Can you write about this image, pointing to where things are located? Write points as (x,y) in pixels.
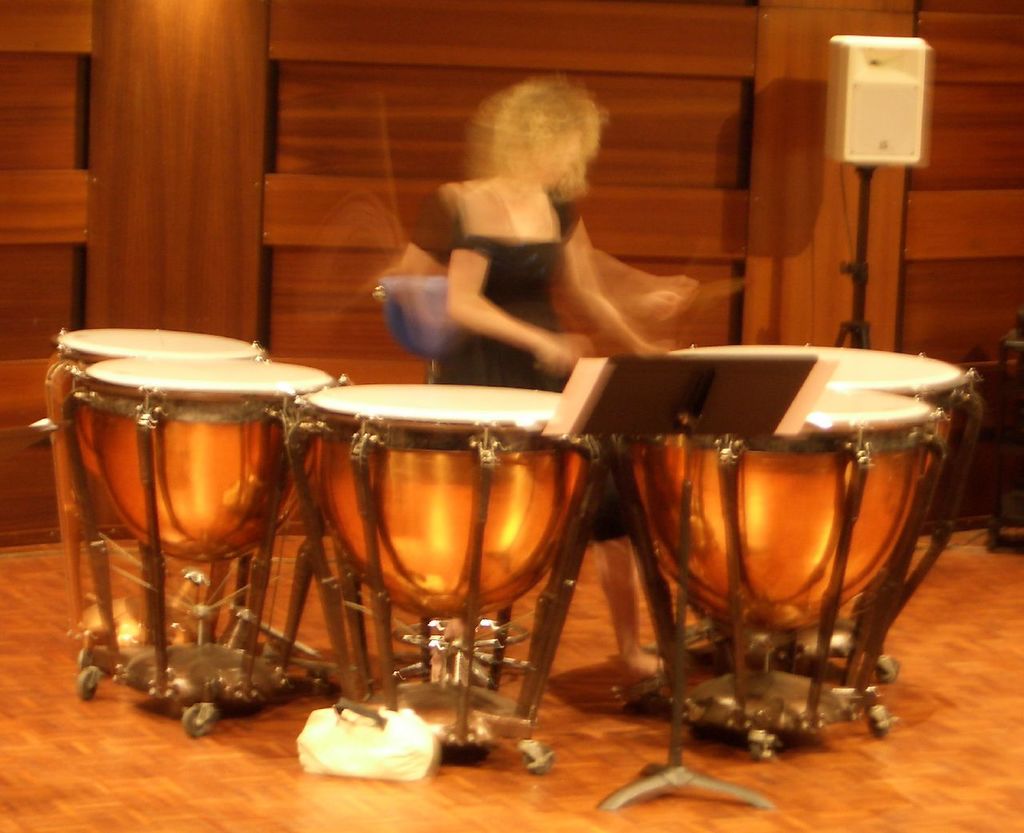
In this image, we can see a person (452,368). We can see the ground (597,814) with some objects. We can see some musical instruments (881,508) and a pole (862,173) with a white colored object (884,122). We can see the wooden wall (718,232). We can also see some objects (1003,351) on the right (1009,490).
